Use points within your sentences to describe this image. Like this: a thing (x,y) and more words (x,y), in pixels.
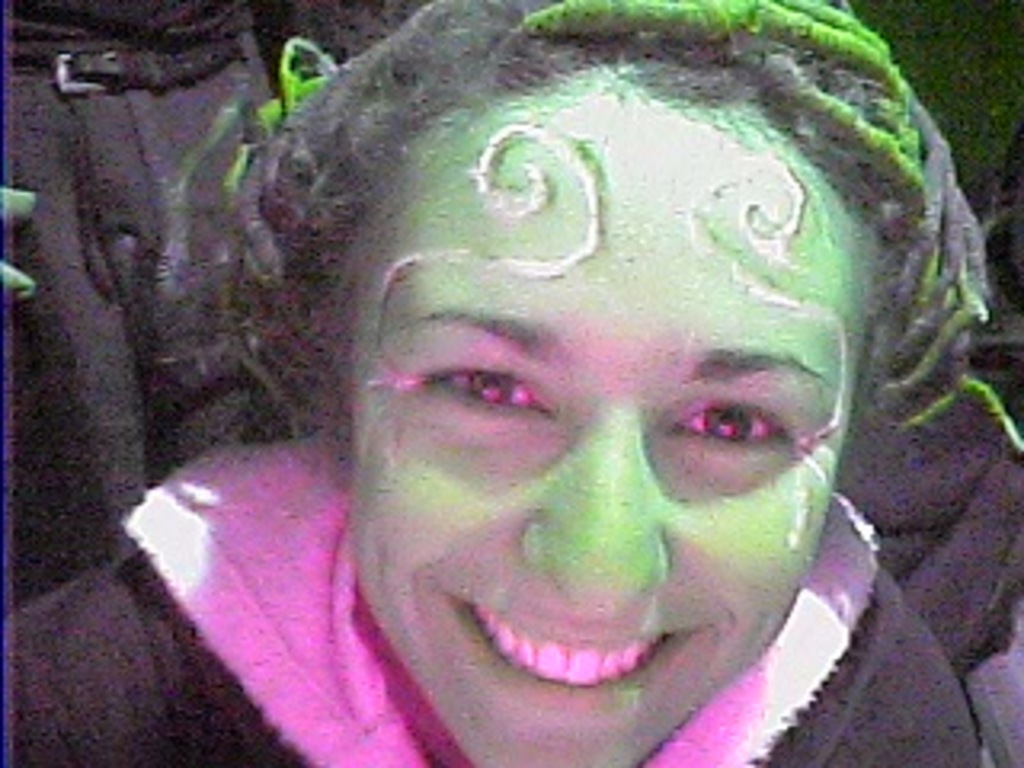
In the picture we can see a person (449,652) and he is smiling. There is a dark background (77,97).
